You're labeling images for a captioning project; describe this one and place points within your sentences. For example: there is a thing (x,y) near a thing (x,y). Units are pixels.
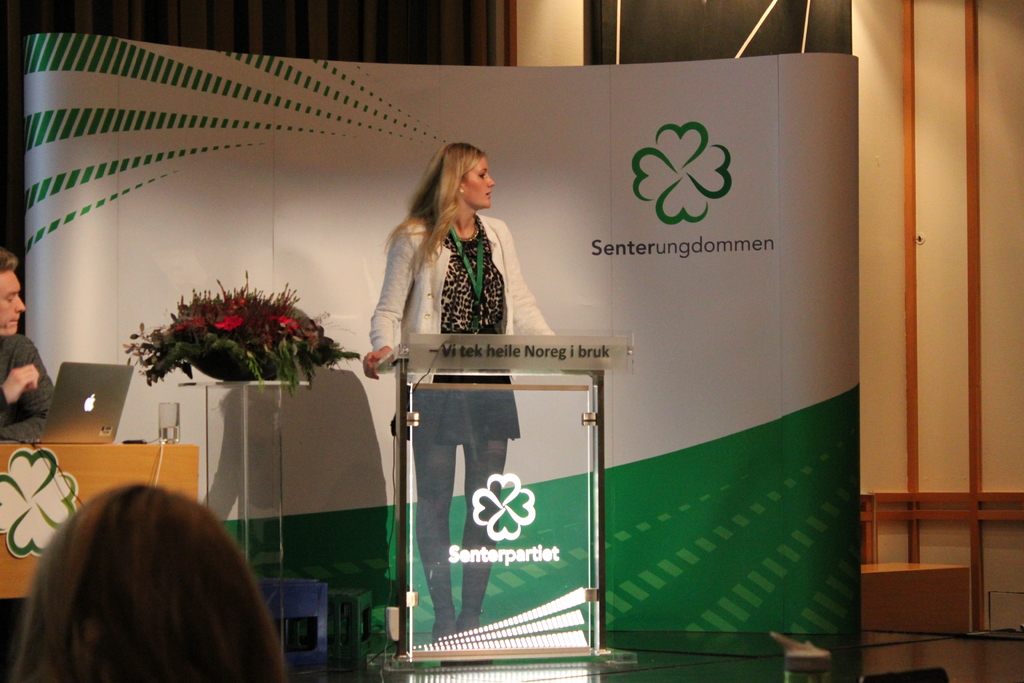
In this image we can see a woman (452,296) standing on the stage (542,657) and there is a podium (512,414) in front of her and to the side there is a flower bouquet (218,338). There is a person (22,370) sitting and there is a table (81,461) with a laptop (115,409) and some other objects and there is a poster (663,292) with some text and we can see a person's head (173,658) at the bottom of the image (97,608).
